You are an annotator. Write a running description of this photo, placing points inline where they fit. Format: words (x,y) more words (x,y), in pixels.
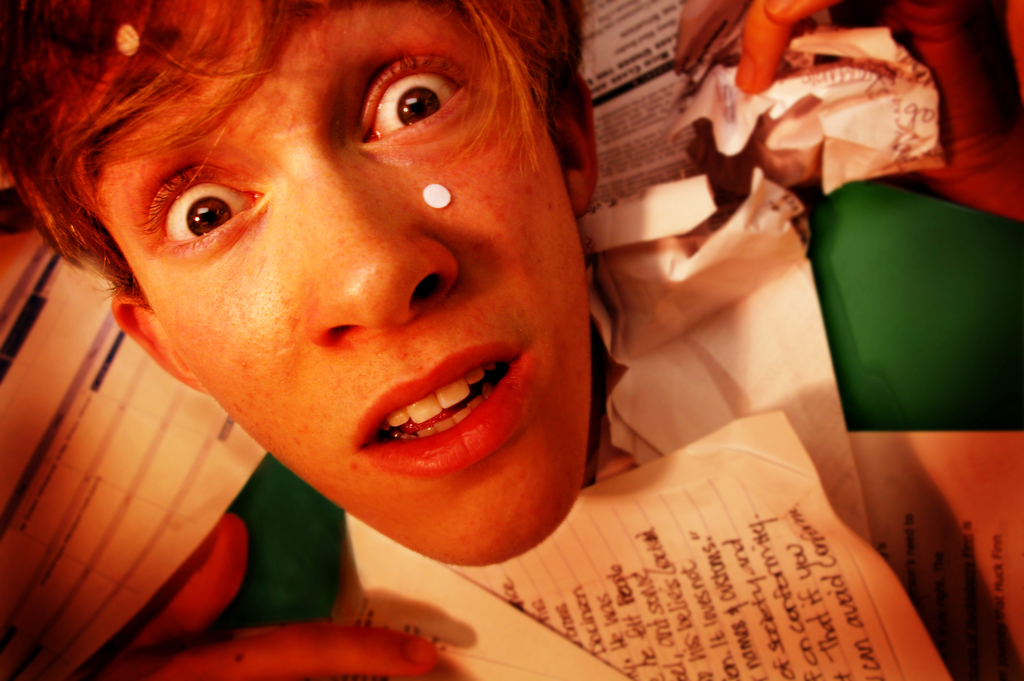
In this image, we can see a boy (200,308) and there are some papers (646,621).
